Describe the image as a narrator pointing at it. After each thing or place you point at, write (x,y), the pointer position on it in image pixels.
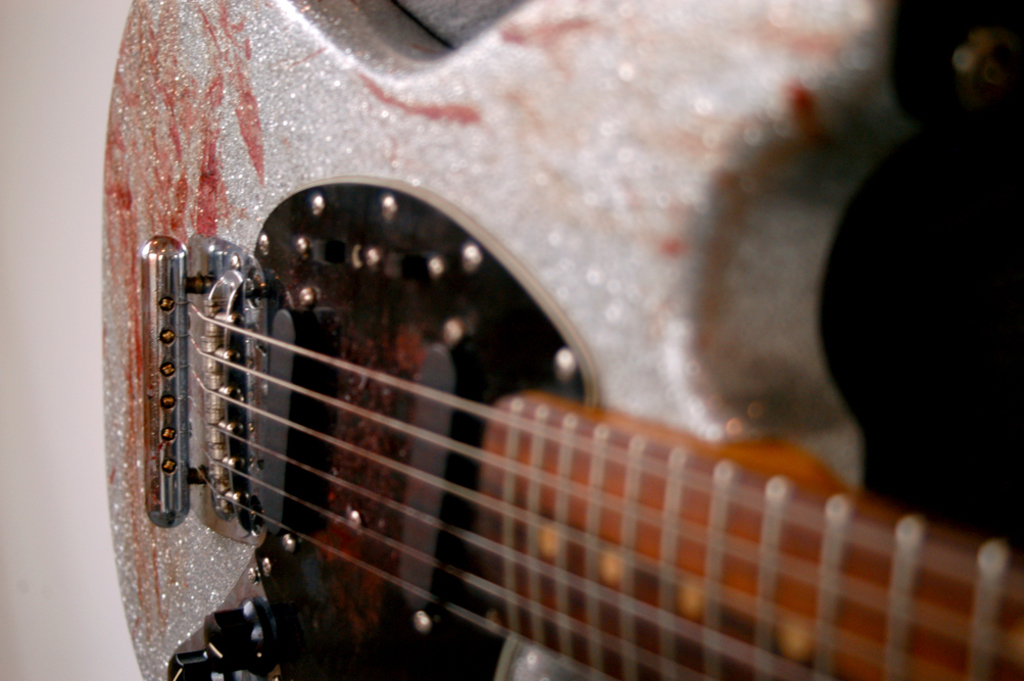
In this image I can see a guitar (838,419).
